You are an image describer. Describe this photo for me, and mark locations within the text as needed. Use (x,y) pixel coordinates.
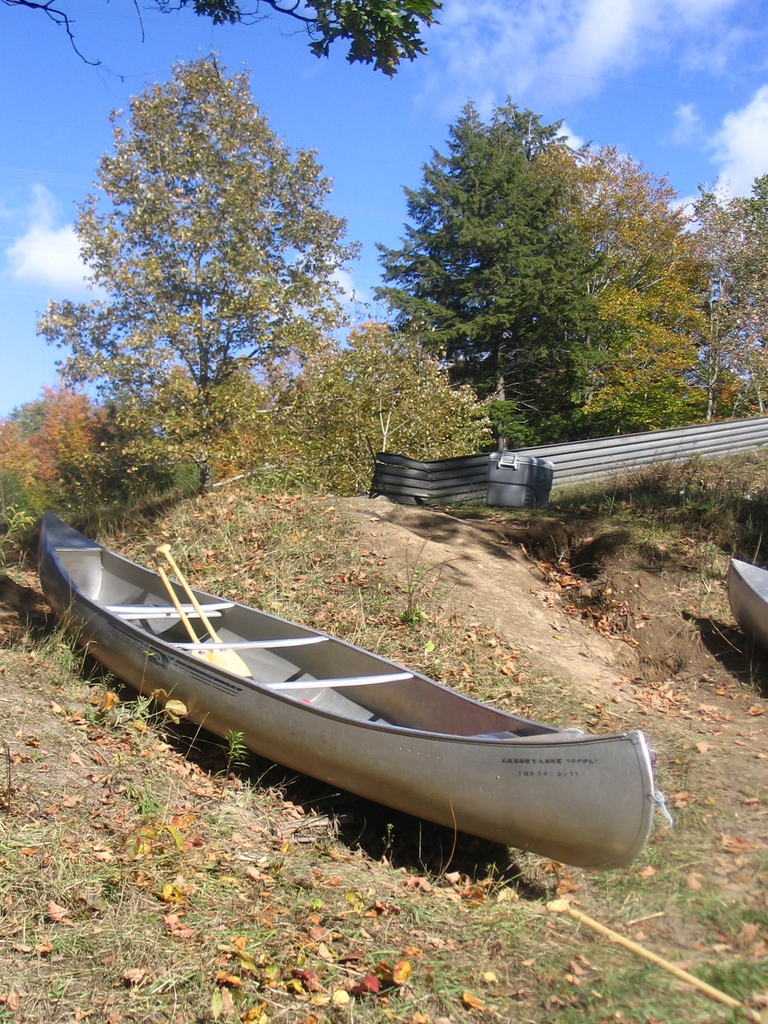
As we can see in the image there is a boat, trees (356,340), sky (317,124) and clouds (571,48).
